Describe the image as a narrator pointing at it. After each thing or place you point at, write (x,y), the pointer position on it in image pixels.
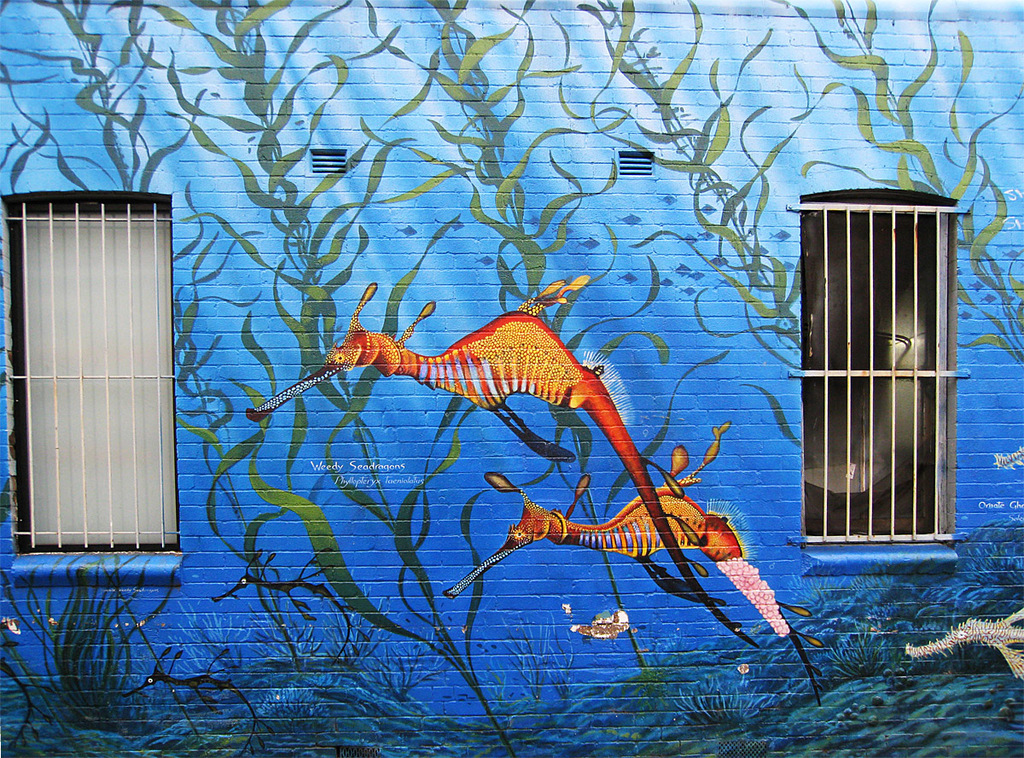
This is the picture of a building (588,261). In this image there is a painting (471,466) of a sea dragons (635,535) and marine plants (307,717) and water (664,410) on the wall (571,661). There are two windows (860,482), there is a light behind the window (863,442).
